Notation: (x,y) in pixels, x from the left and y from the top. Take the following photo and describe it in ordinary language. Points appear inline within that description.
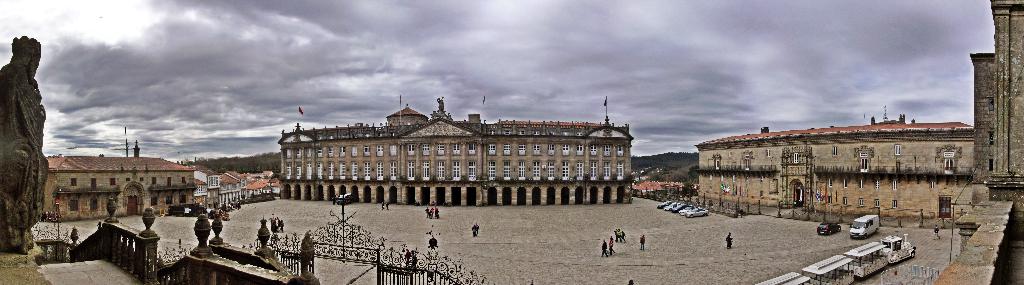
In this image at the bottom (274,276) on the left side (203,253) we can see a statue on a platform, fence (85,250), gate (363,239) and on the right side (798,273) there are vehicles (688,211) on the ground (326,213) and a building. We can see few persons (606,254) are walking and standing on the ground (801,245). In the background (61,167) there are buildings (61,167), flags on the building (715,194), poles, windows (379,172) and clouds (162,59) in the sky (352,106).
